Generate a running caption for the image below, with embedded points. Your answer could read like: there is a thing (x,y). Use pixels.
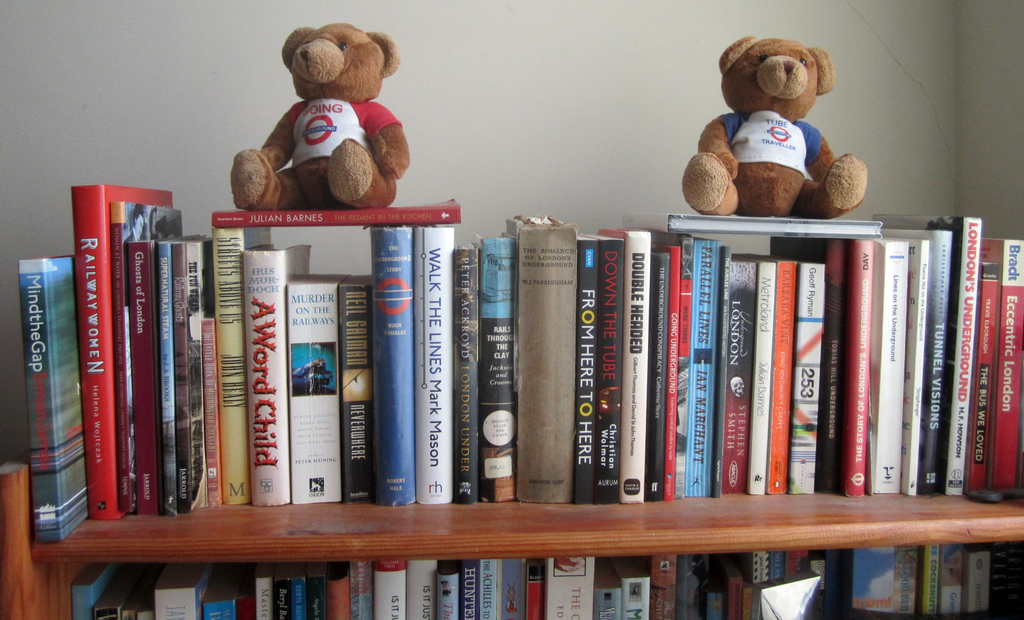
In this image, there are two teddy bears (337,177) and books (368,564) on a rack (292,559). In the background (200,117), there is a wall (574,58).
